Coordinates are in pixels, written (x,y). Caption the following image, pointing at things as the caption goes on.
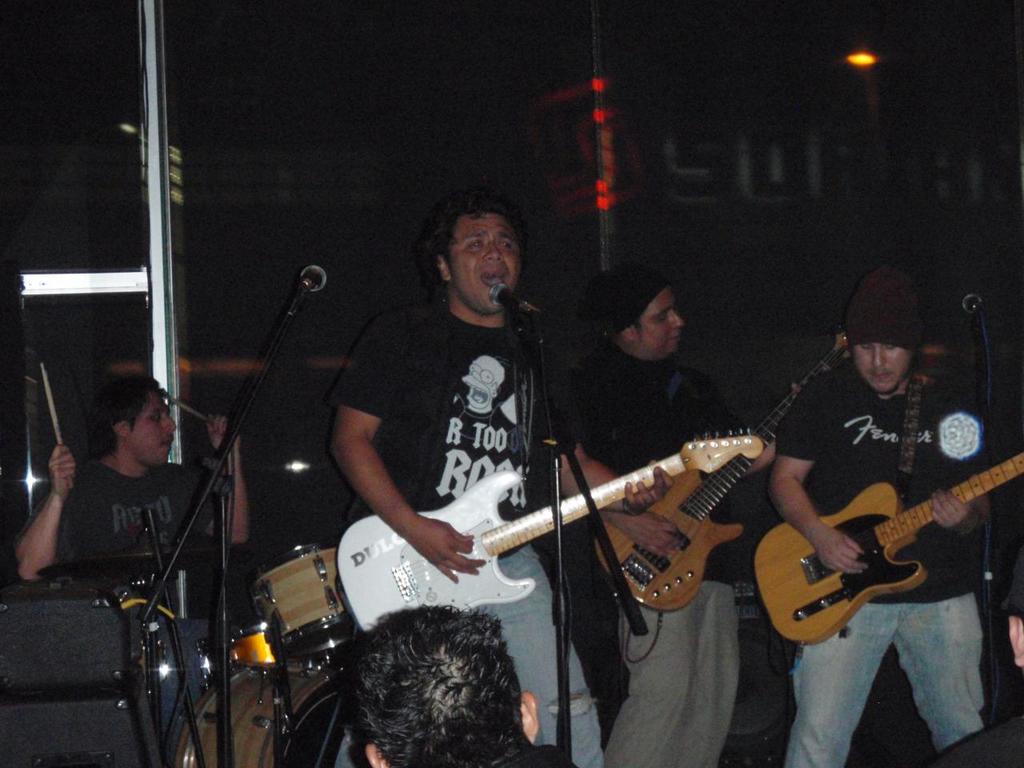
In this image I see 4 men (452,357), in which 3 of them (467,354) are holding guitars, this man (417,410) over here is in front of the mic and this man (42,531) is holding the sticks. I can also see there is a person's head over here.
